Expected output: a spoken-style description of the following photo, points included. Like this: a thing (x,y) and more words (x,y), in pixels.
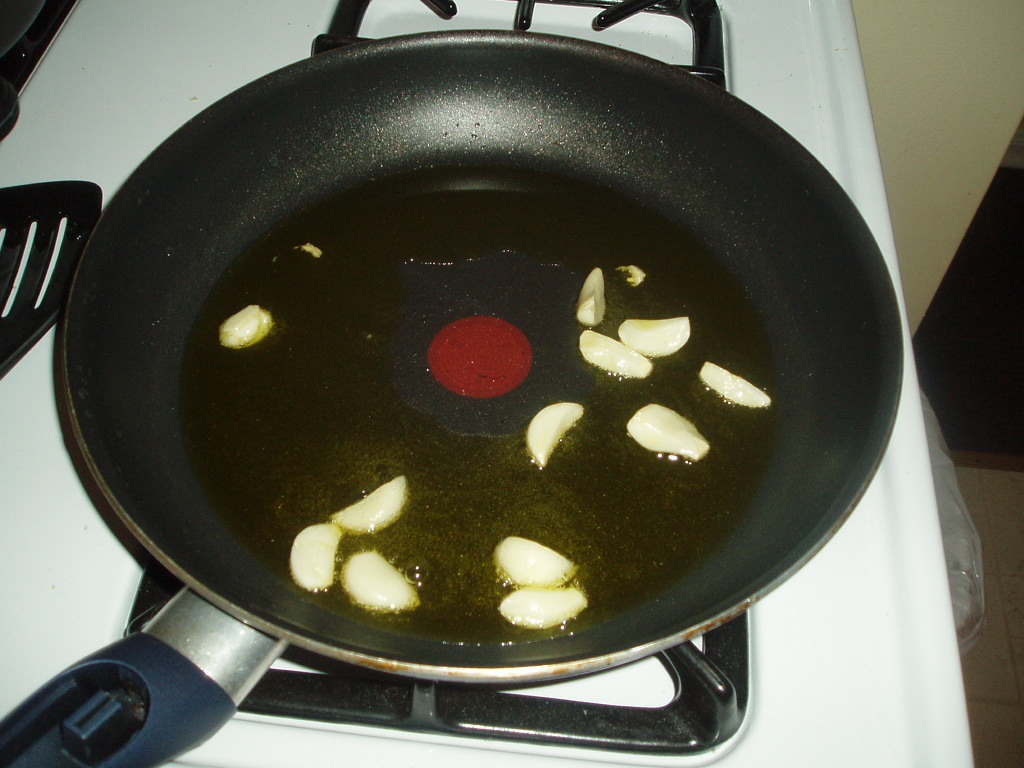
In this image we can see garlic pieces (699,451) on a pan (508,408) placed on the stove (806,136).
